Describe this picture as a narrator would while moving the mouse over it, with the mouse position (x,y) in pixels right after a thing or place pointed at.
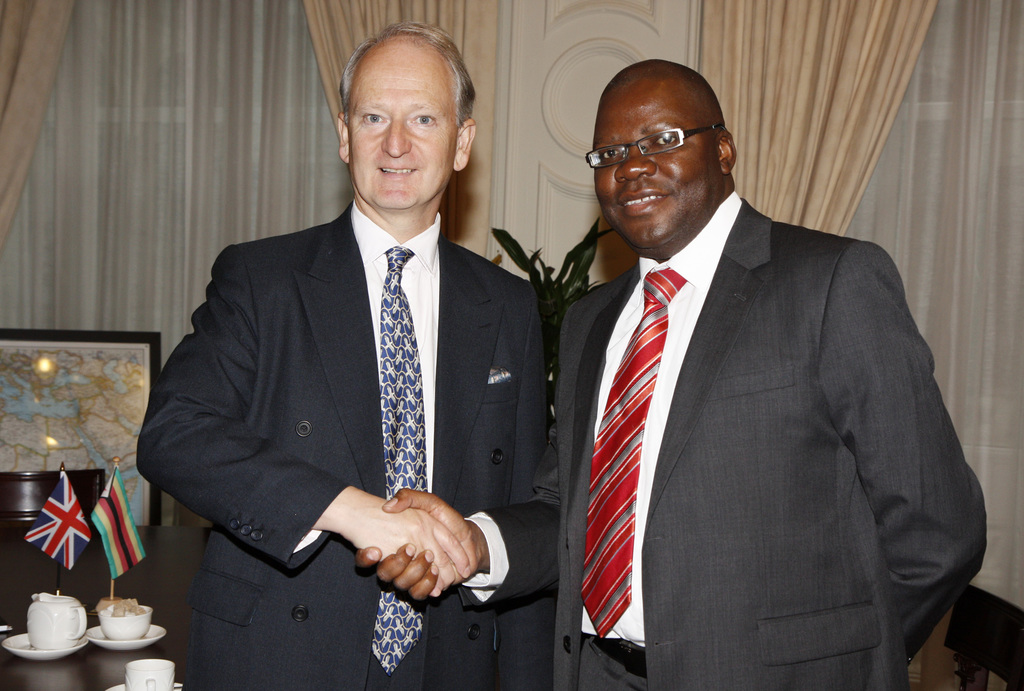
At the right corner of the image (765,324) there is a man (765,324) with black jacket (712,346), white shirt (661,268) and red tie (605,470) is standing. Beside him there is another man (280,326) with black jacket (305,343), white shirt (369,271) and blue tie (390,614) is standing and both are shaking hands (443,544) each other. At the left corner (54,634) there are cups (111,628) with flags (101,530). In the background (554,234) there is a wall (577,28) with curtains (116,237) and also there is a frame (95,383) with a map (87,413).
